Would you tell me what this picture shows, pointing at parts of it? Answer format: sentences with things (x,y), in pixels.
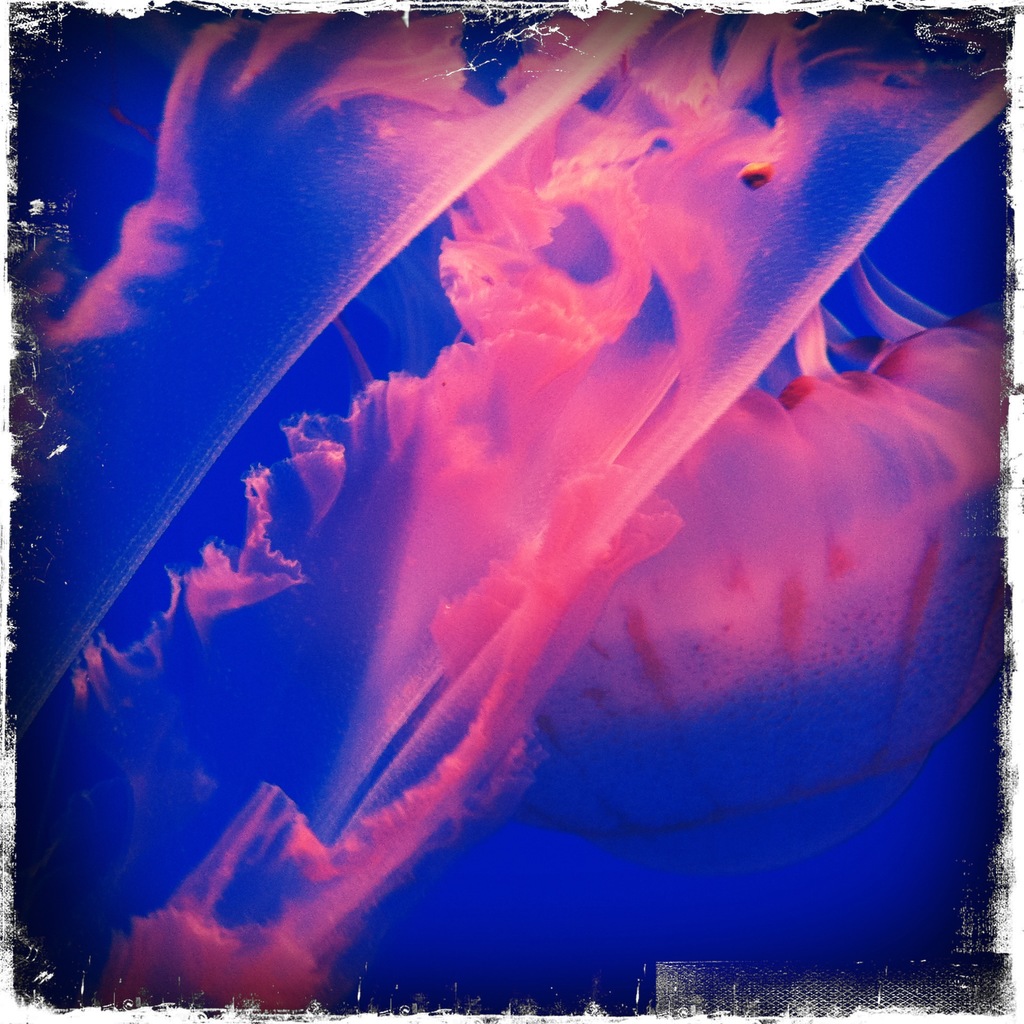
In this picture there is a jellyfish (564,511) which is in pink and blue color.
